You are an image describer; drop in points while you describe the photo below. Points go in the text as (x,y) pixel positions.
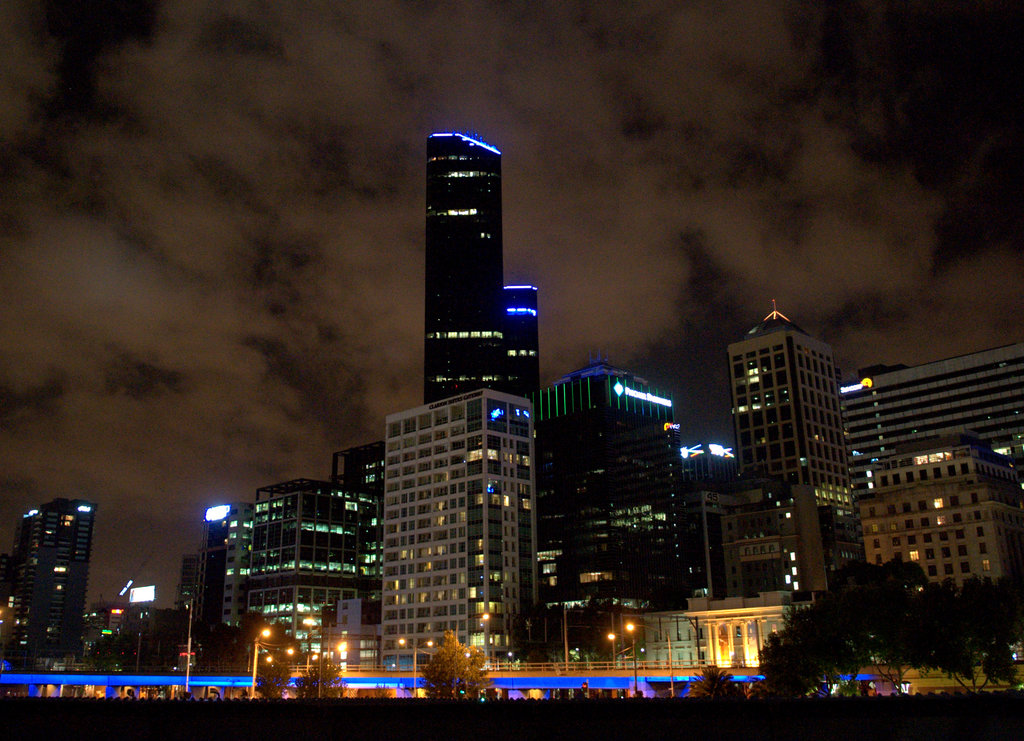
In this image at the bottom (634,737) the image is dark but we can see trees (1000,623) and poles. In the background (645,416) there are buildings (394,487), lights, windows (587,576), light poles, hoardings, trees (1023,630) and clouds (255,145) in the sky (483,112).
